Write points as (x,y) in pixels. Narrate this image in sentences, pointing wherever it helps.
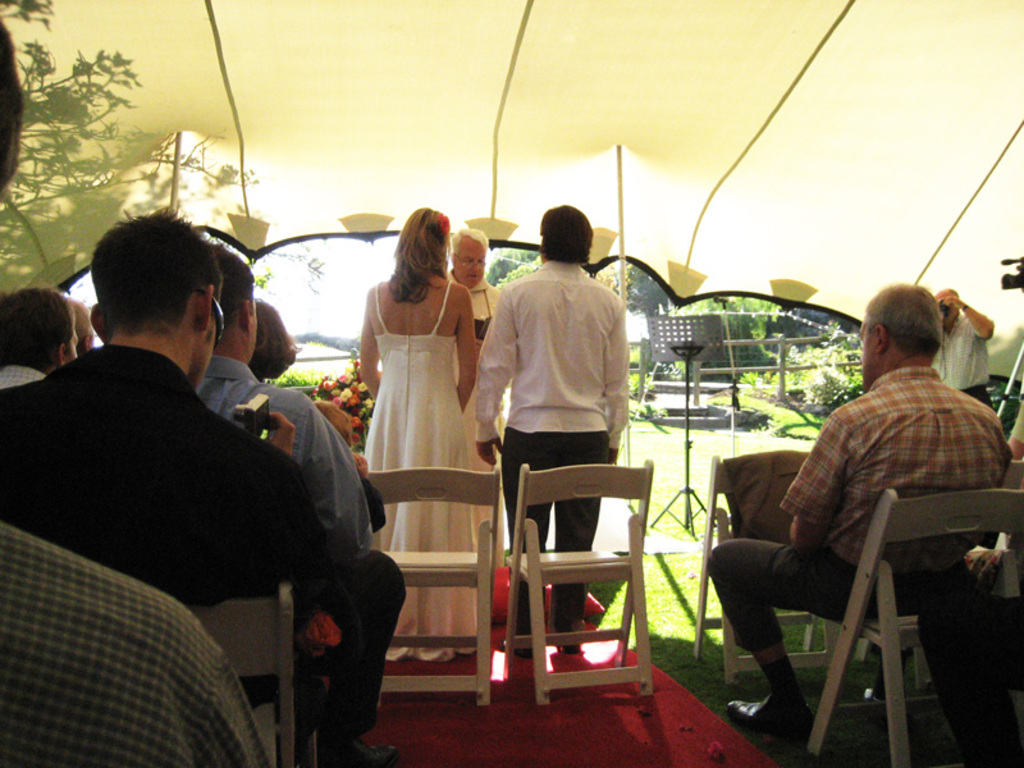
In the image we can see there are people (791,488) sitting and some of them (397,393) are standing, they are wearing clothes (305,613) and some of them (789,710) are wearing shoes (733,716). We can even see there are chairs (473,563) and the red carpet (554,696). We can even see there are flowers (342,387), fence (706,374), grass (695,462), plants (818,386) and trees (529,269). We can even see the tent (784,121) and there is a person (956,337) holding a camera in hands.
